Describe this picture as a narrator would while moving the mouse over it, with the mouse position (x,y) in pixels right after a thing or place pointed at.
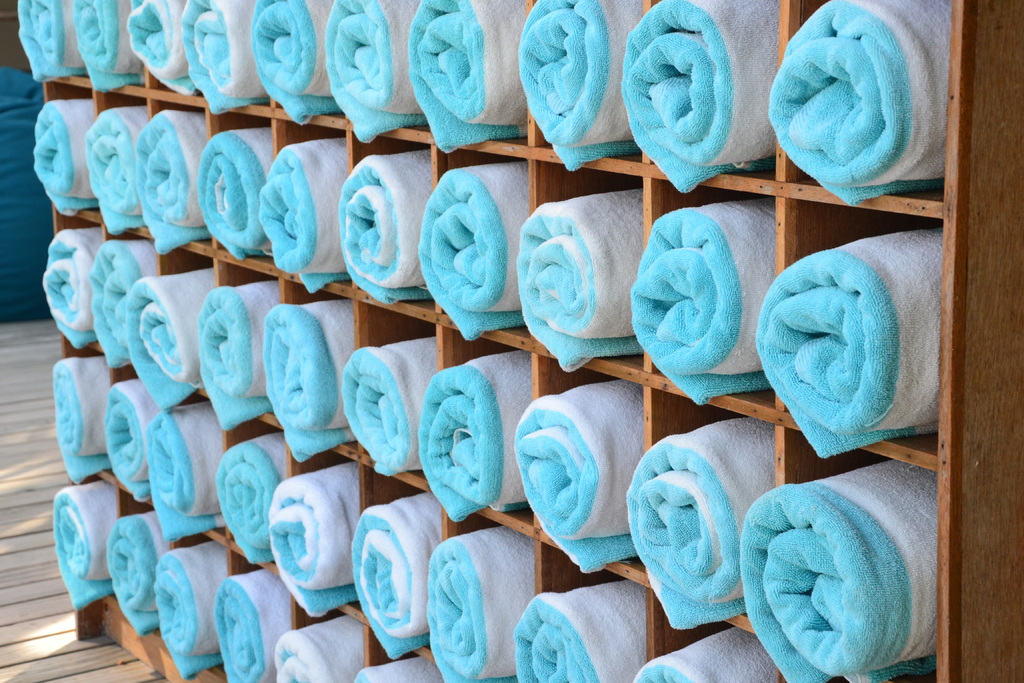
In this image we can see towels (573,236) rolled and placed in racks (122,620). At the bottom of the image (79,665) there is wooden flooring (98,657).
